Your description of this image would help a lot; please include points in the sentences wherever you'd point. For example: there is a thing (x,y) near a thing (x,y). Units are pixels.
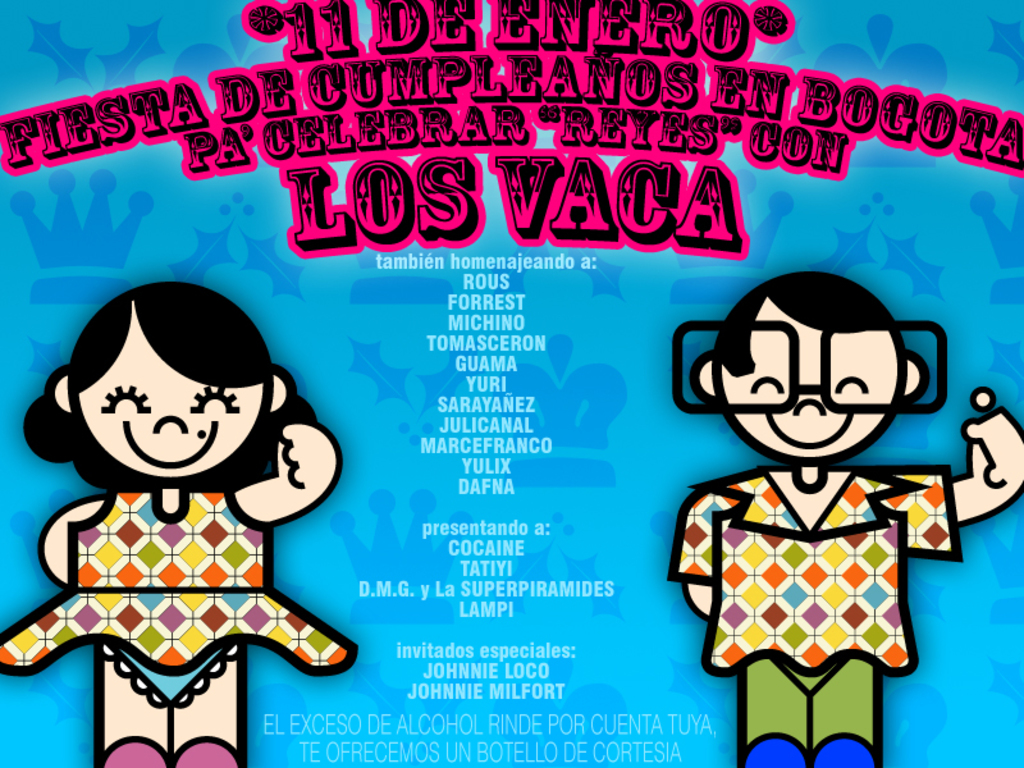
In this picture I can see a poster (588,437) with some text (546,205) and I can see couple of cartoon images (146,421).
